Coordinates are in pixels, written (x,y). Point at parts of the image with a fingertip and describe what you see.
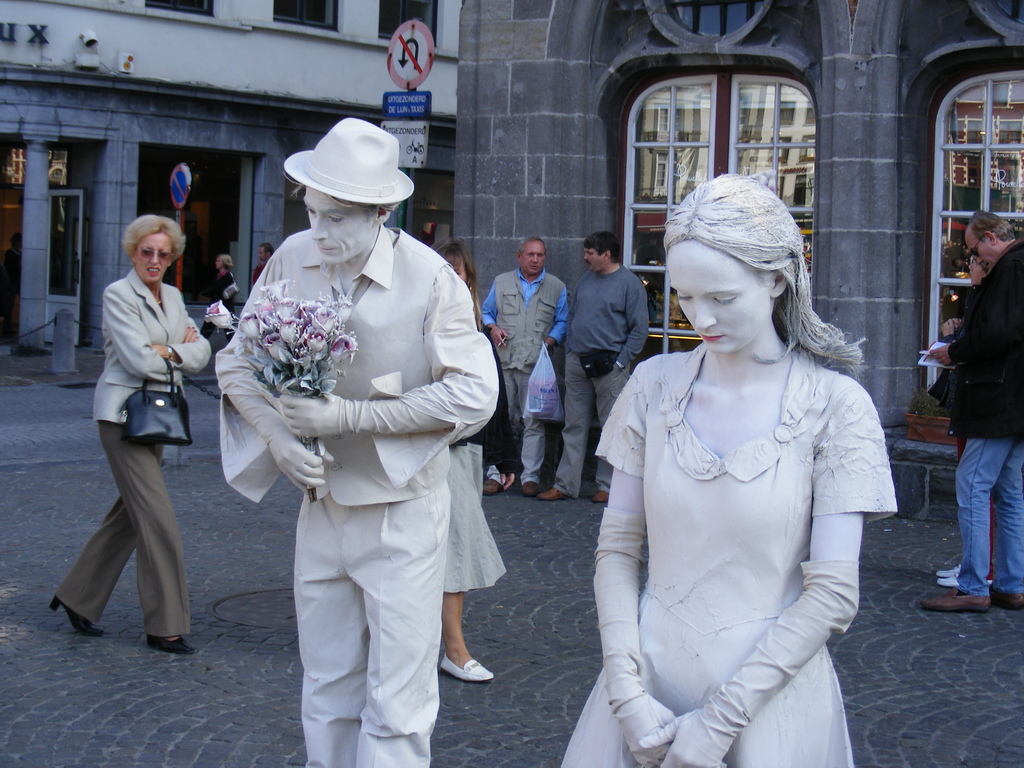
In the middle of the image (417,264) few people (396,164) are standing and walking. Behind them we can see some buildings (420,1), poles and sign boards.
